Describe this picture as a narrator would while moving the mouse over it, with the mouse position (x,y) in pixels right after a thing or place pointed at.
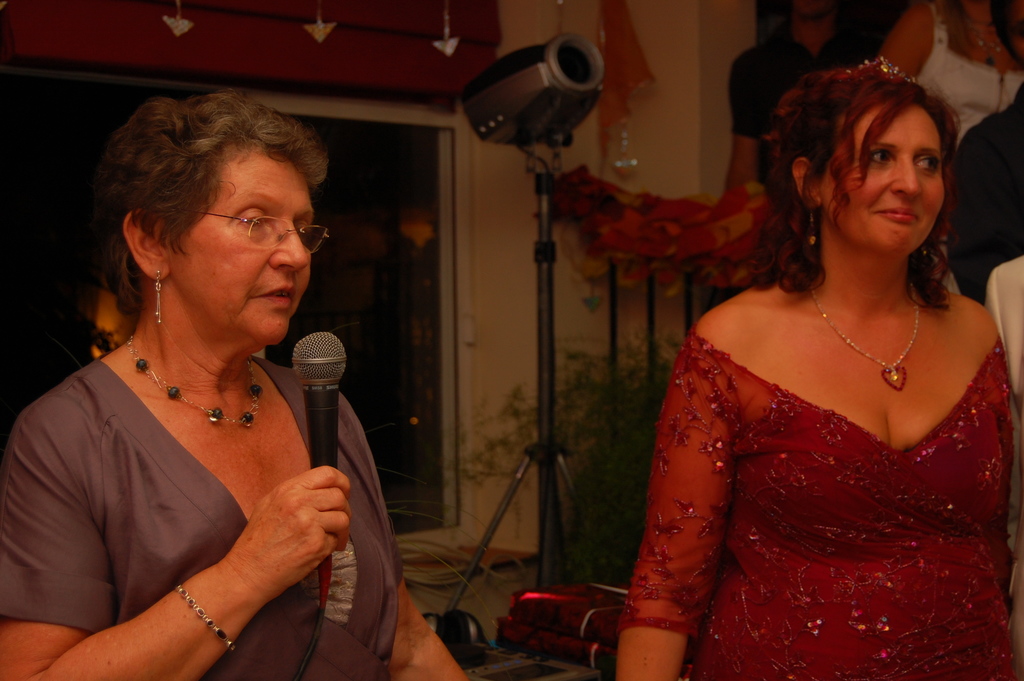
In this image, there are several persons (208,443) standing and wearing clothes (769,453). The person (166,442) who is on the left side of the image (182,443) holding a mic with her hand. There is a light (551,321) in the center of the image (543,330).
